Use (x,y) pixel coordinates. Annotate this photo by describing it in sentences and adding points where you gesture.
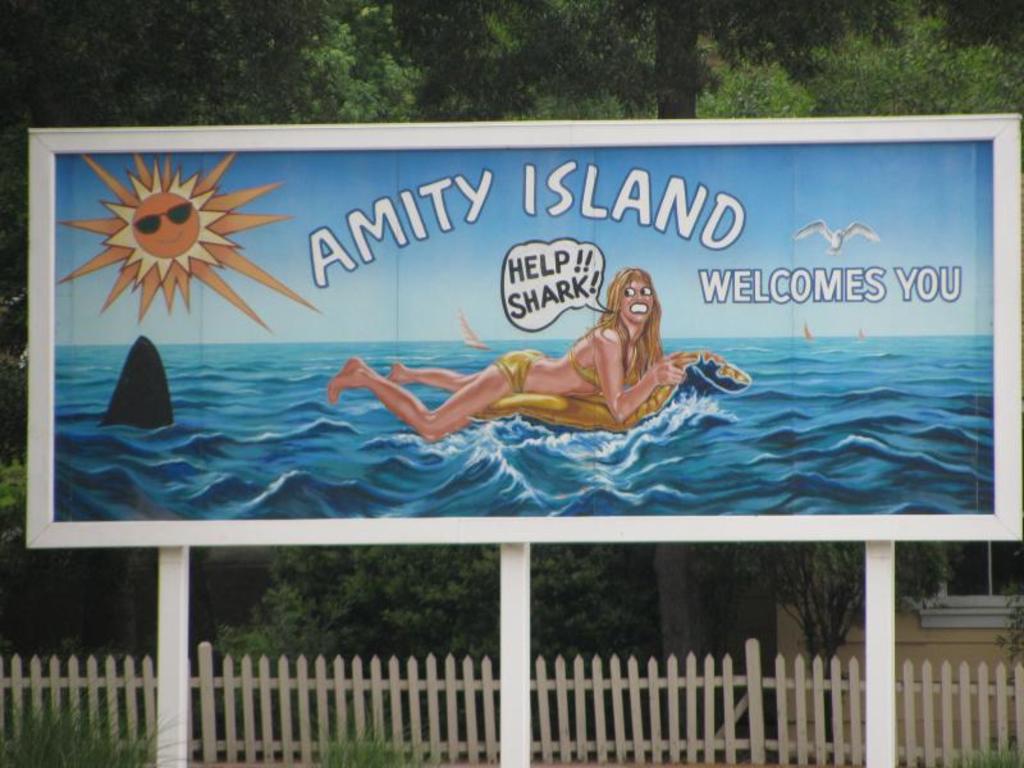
In this image there is a board (509,372) on it there is a graphic image (546,364) of a lady (595,376) swimming on the sea surface (474,430), sun (160,286) and few texts (438,213) are there, here there is a bird (830,237). In the background (321,86) there are trees (424,106). At the bottom (277,685) there is a wooden fence (758,690). Here there is a building (934,614).
